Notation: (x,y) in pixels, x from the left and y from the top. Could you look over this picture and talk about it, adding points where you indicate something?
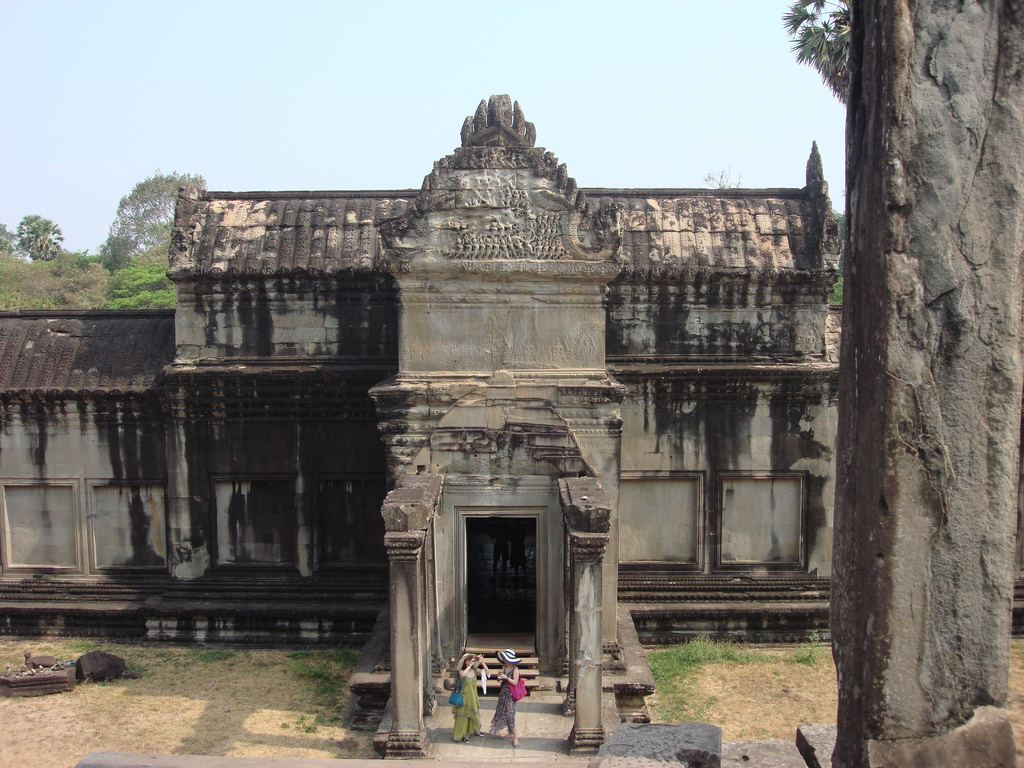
In this picture there are two persons (494,712) standing and there is a building (556,572) and there are trees (108,261). At the top (426,69) there is sky (450,86). At the bottom (153,660) there is ground (321,712) and there is grass (339,658). On the right side of the image (852,291) there is a pillar (874,503).
